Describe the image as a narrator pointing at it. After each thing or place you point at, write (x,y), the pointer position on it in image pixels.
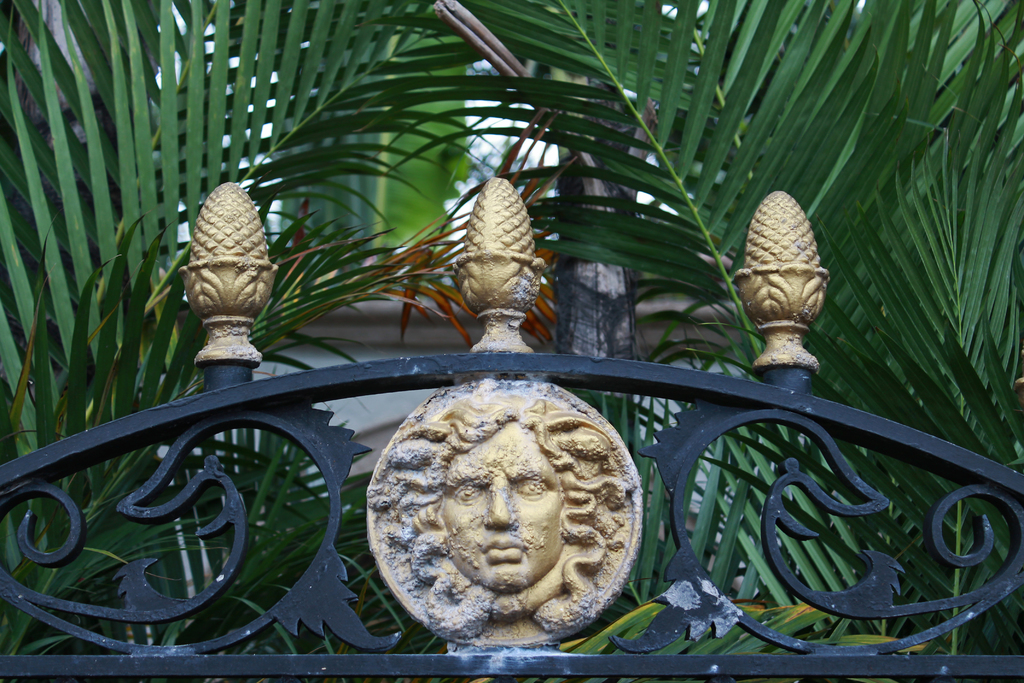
In this image we can see a grill (213,336) with a design (328,468). On that there is a sculpture (543,555). In the background (655,39) there are palm leaves (683,39).
